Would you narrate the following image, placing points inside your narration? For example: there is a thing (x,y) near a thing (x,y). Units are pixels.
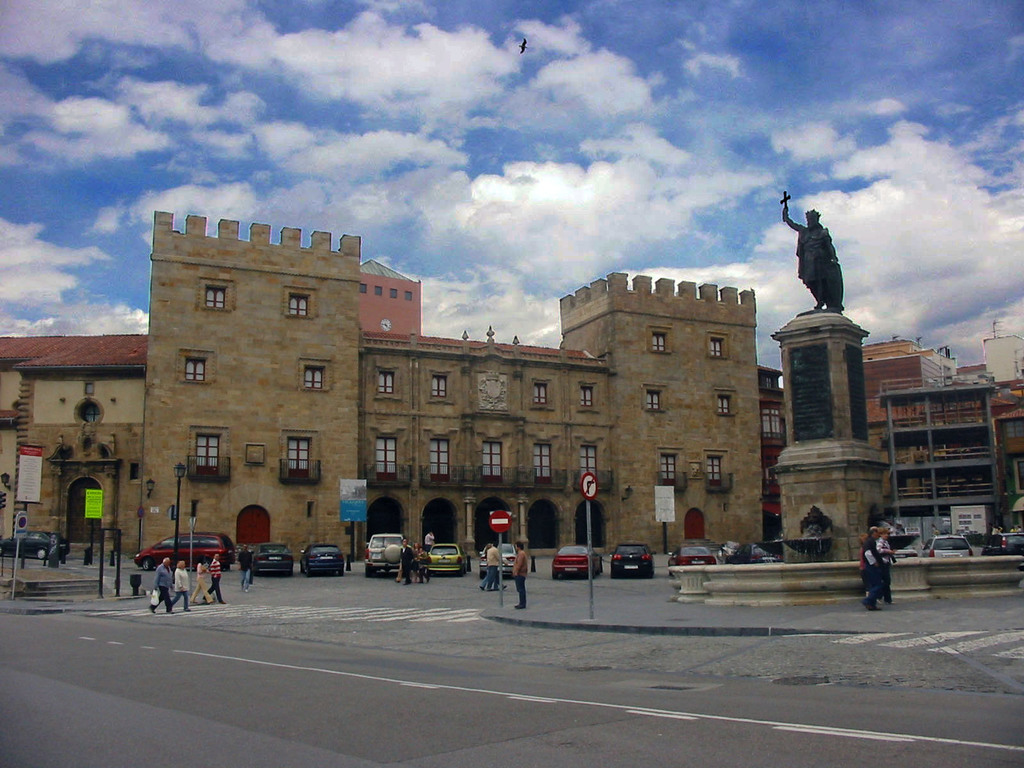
In this image we can see road (349,642). There are many people (161,584). Also there are light poles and sign boards (505,530) with poles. In the back (283,546) we can see vehicles (712,554) and buildings (517,427) with windows (719,409). And there is a statue (835,300) on a pedestal (817,438). In the background (339,69) there is sky (149,83) with clouds (468,195).
